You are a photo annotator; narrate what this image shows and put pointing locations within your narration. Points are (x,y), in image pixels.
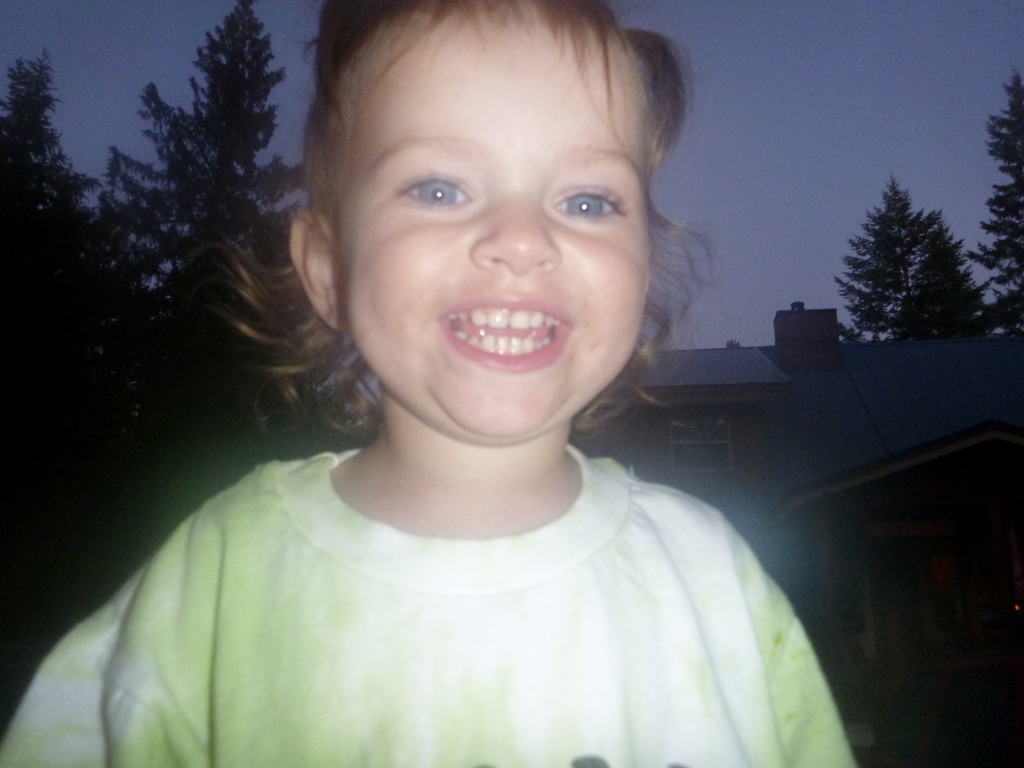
In this picture we can see a girl (479,151) smiling. Behind this girl (635,527), we can see a house (795,440) on the right side (695,353). There are some trees (1004,219) visible in the background (0,368). We can see the sky (774,94) in the background (717,235).
